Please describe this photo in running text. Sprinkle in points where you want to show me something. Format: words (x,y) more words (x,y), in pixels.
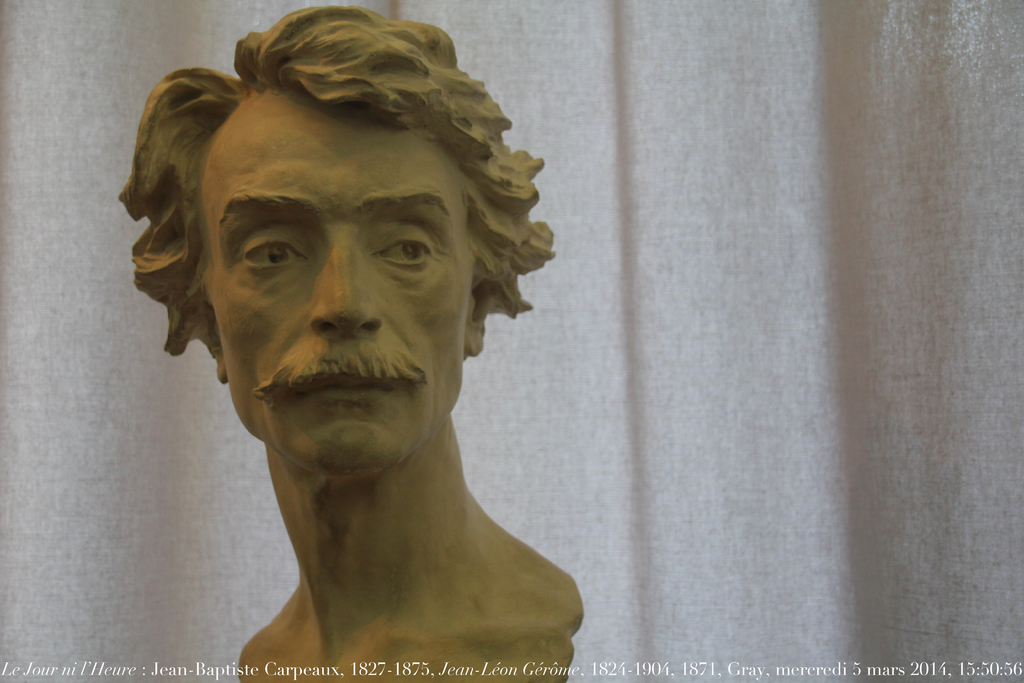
In the image we can see there is a statue of a man (413,378) and behind there is a white colour curtain (631,414).
